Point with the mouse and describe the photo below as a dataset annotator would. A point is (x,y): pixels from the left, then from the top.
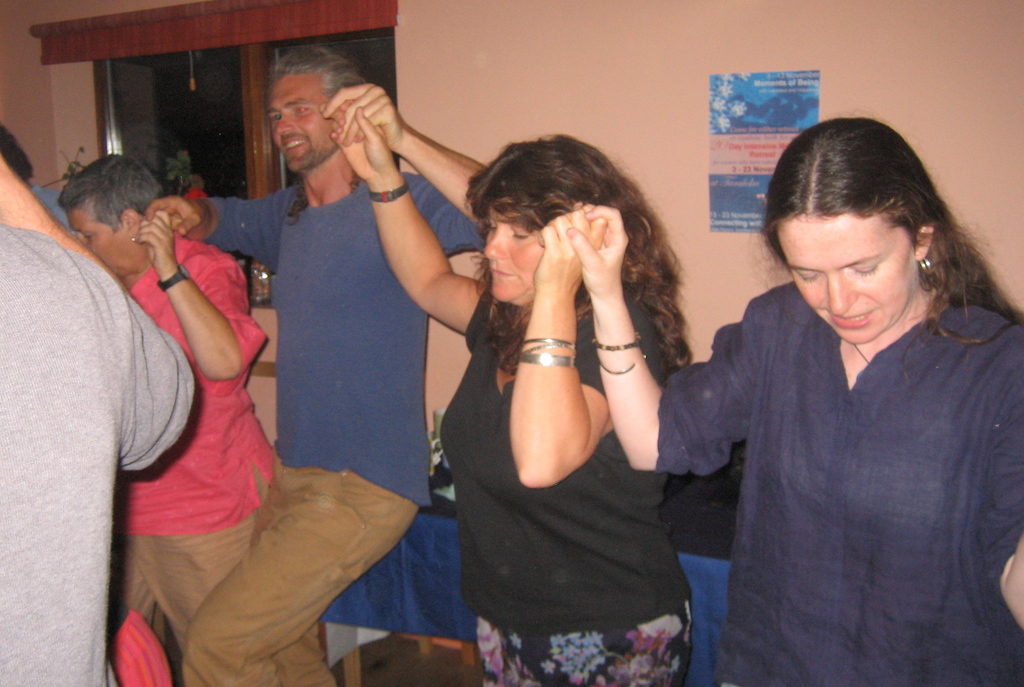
Here we can see few persons (610,461). In the background (555,110) there is a wall (542,101), window (175,111), and a poster (734,132).
